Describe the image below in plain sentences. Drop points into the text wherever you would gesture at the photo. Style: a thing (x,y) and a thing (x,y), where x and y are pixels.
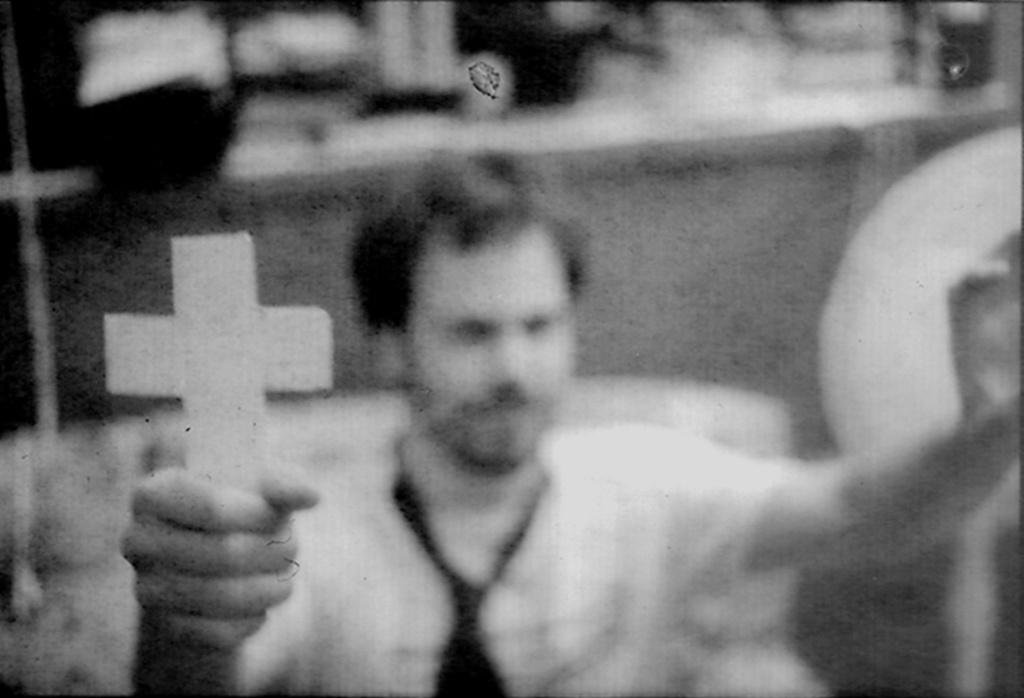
In this picture there is a man (472,334) in the center of the image (472,334), by holding a plus sign (195,354) in his hand (174,477) and the background (26,81) area of the image, is blurred.
